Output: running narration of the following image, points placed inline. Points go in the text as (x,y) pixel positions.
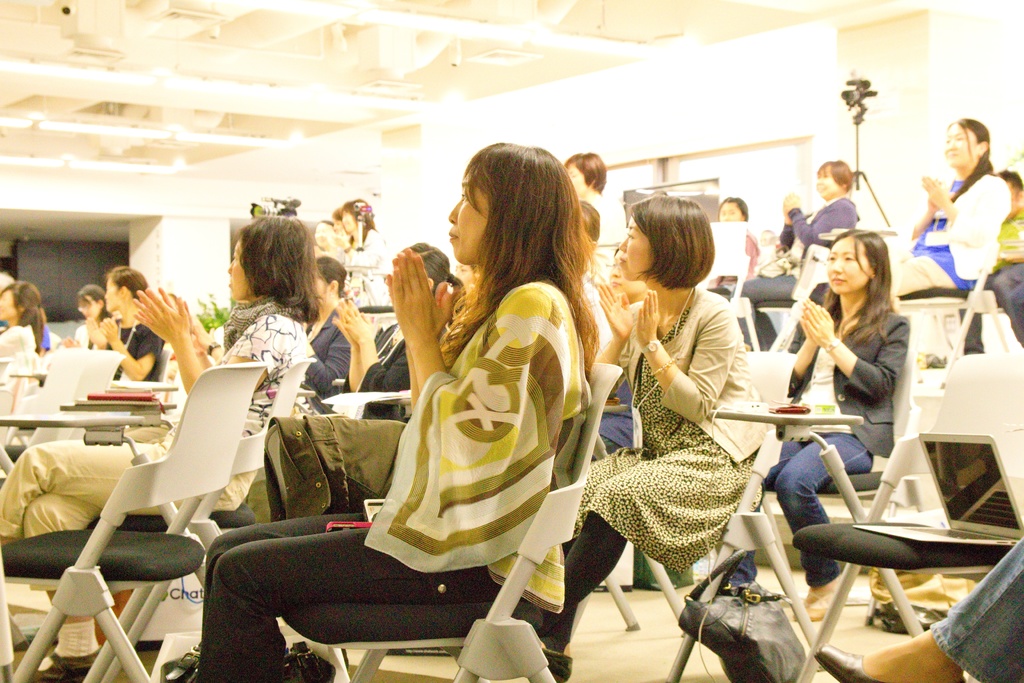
In this image we can see women (408,372) sitting on the chairs (199,514). In the background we can see cameras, plants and laptop (893,527).
